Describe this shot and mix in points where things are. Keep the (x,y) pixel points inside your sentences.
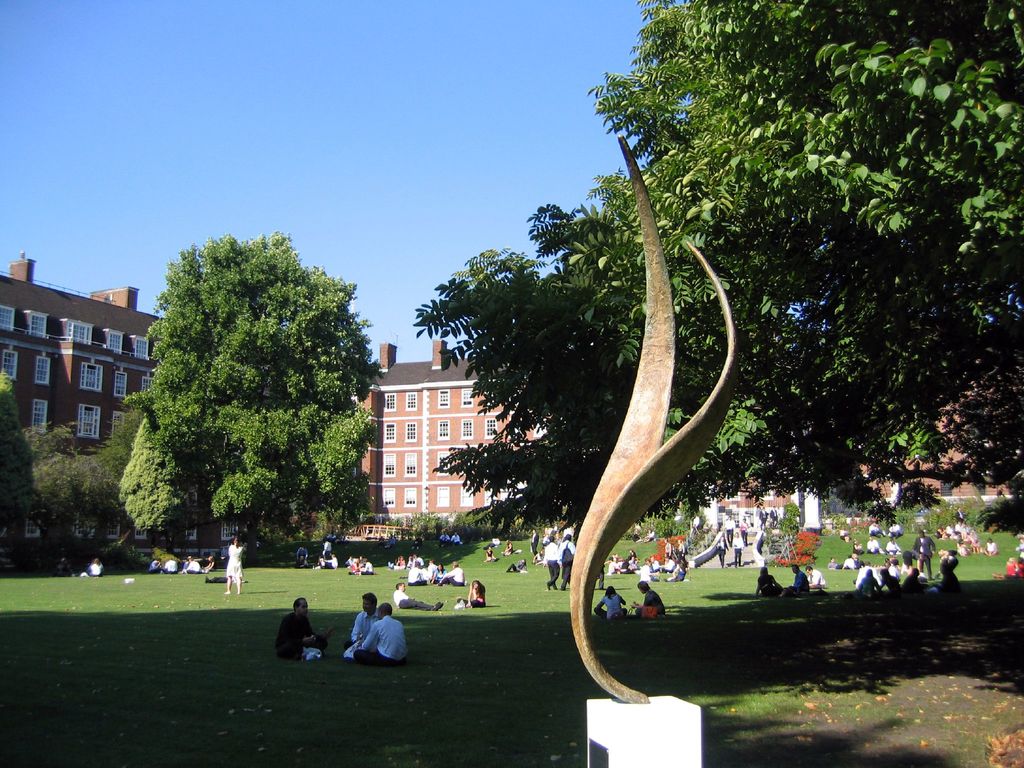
In this picture we can see a sculpture (647,441) on a pedestal stone (649,728), some people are walking, some people (619,562) are sitting on the grass (537,619), trees (70,486), some objects (359,532), buildings (935,482) with windows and in the background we can see the sky (267,171).
